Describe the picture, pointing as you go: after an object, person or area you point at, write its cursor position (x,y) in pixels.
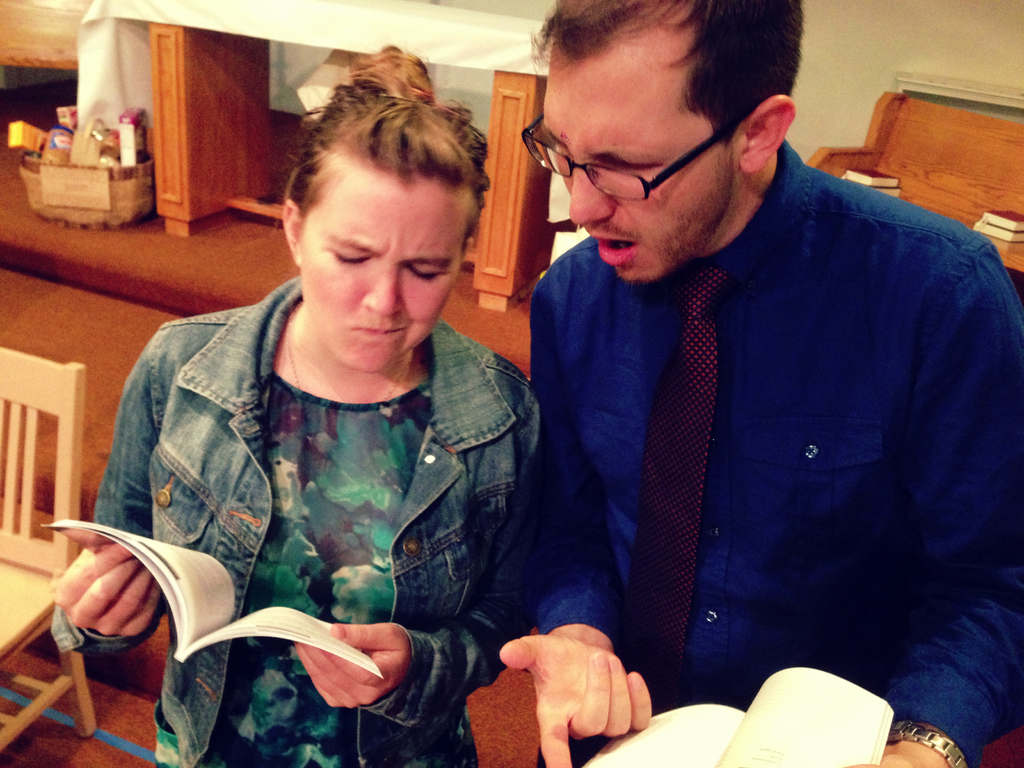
In this picture we can see there are two people (501,480) standing on the floor (482,699) and holding books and behind the people (380,492) there is a chair (17,457), table (123,112), wall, basket (98,150) and other things (112,148).
